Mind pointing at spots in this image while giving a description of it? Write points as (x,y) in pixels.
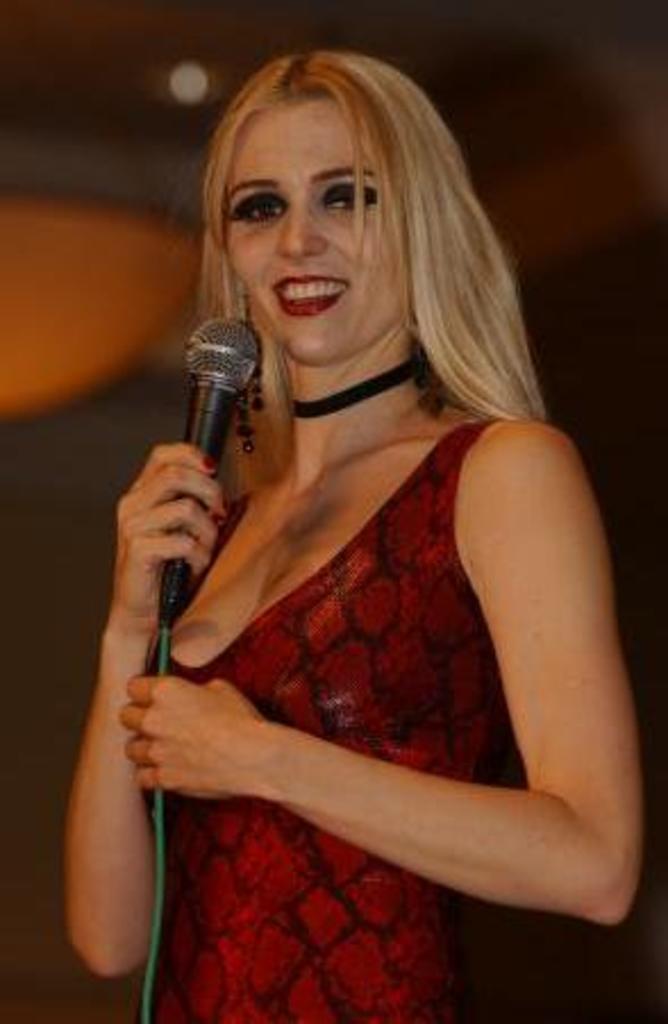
This person (185,845) standing and holding microphone (156,898).
